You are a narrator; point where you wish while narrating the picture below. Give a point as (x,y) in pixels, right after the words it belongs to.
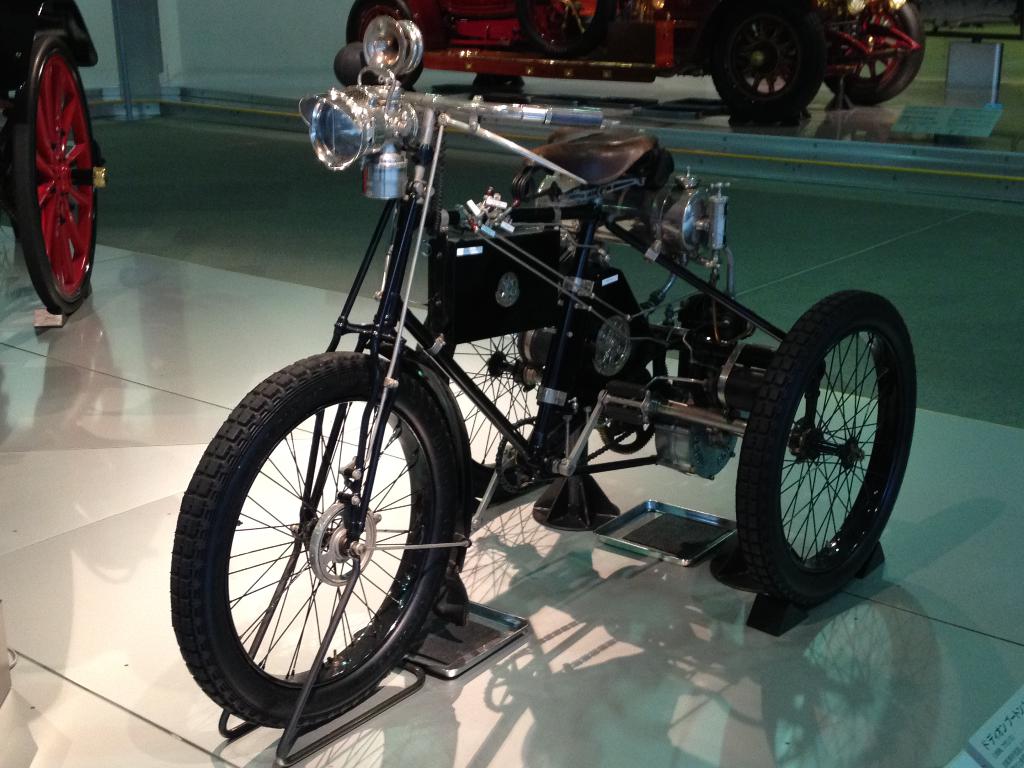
In this image I can see a vehicle (577,390) in center of the picture (618,340). At the top (792,44) I can see another four wheeler vehicle (636,69).
